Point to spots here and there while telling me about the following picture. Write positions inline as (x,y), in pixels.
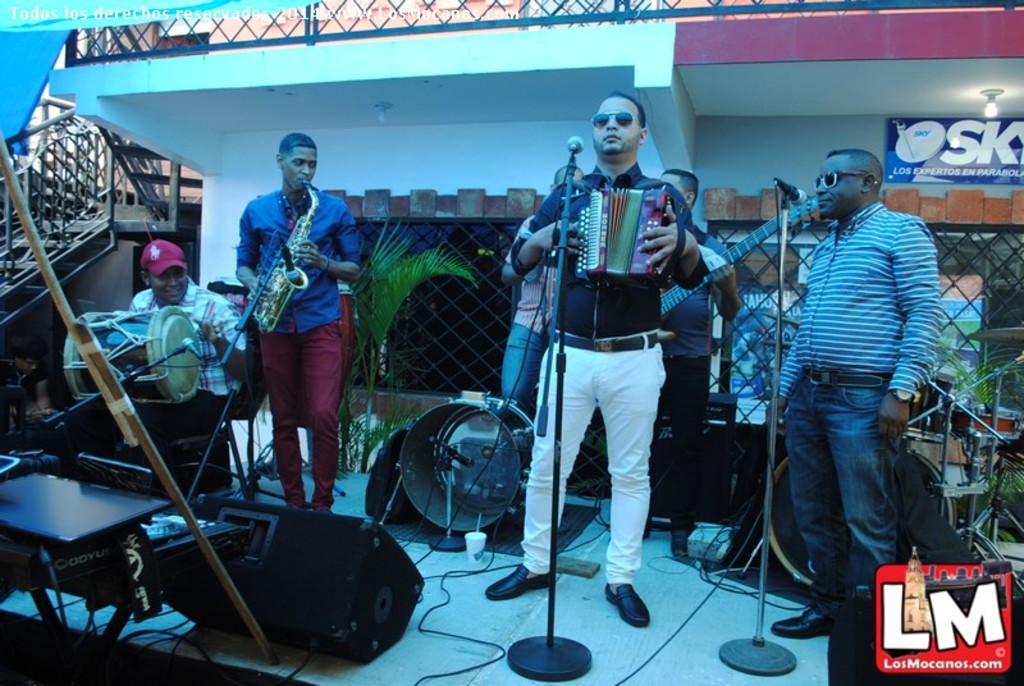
In the middle of the image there are some microphones (570,150). Behind the microphones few people (577,189) are standing and sitting and holding some musical instruments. Behind them there is a wall (647,43). At the top of the image (138,52) there is a fencing (146,46) and there are some plants (1021,489).
